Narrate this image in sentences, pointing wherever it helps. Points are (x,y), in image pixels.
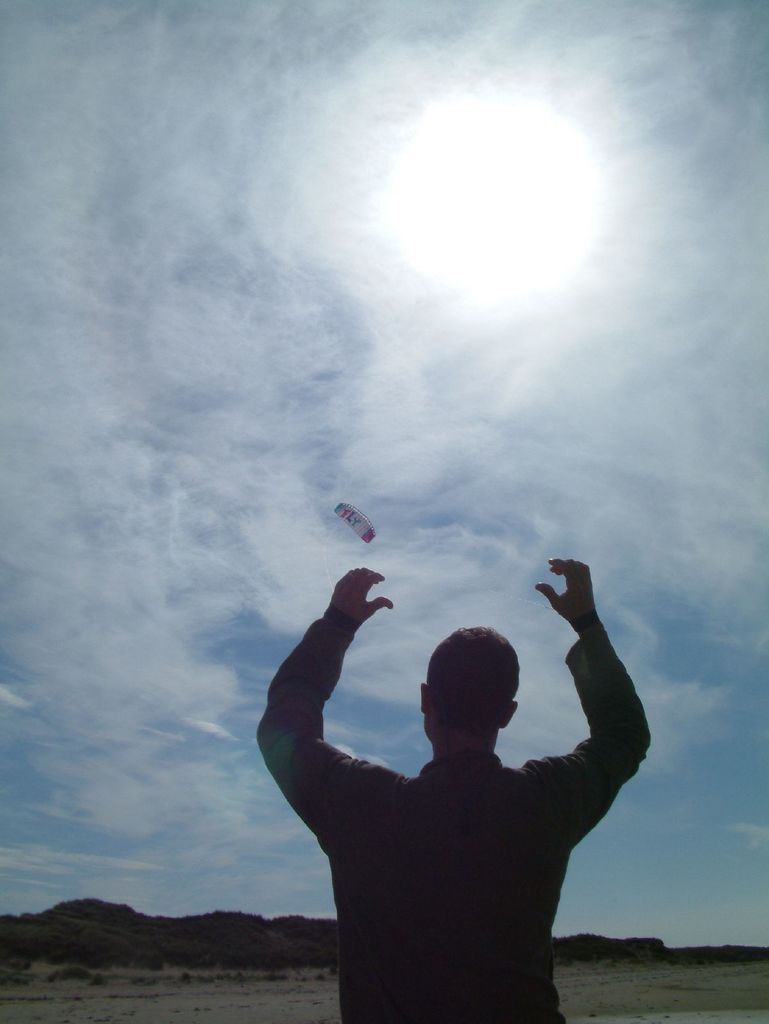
In this picture there is a man (568,574) standing and we can see a kite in the air (373,694). In the background of the image (275,909) we can see trees (2,926) and sky (580,278) with clouds (591,395).
